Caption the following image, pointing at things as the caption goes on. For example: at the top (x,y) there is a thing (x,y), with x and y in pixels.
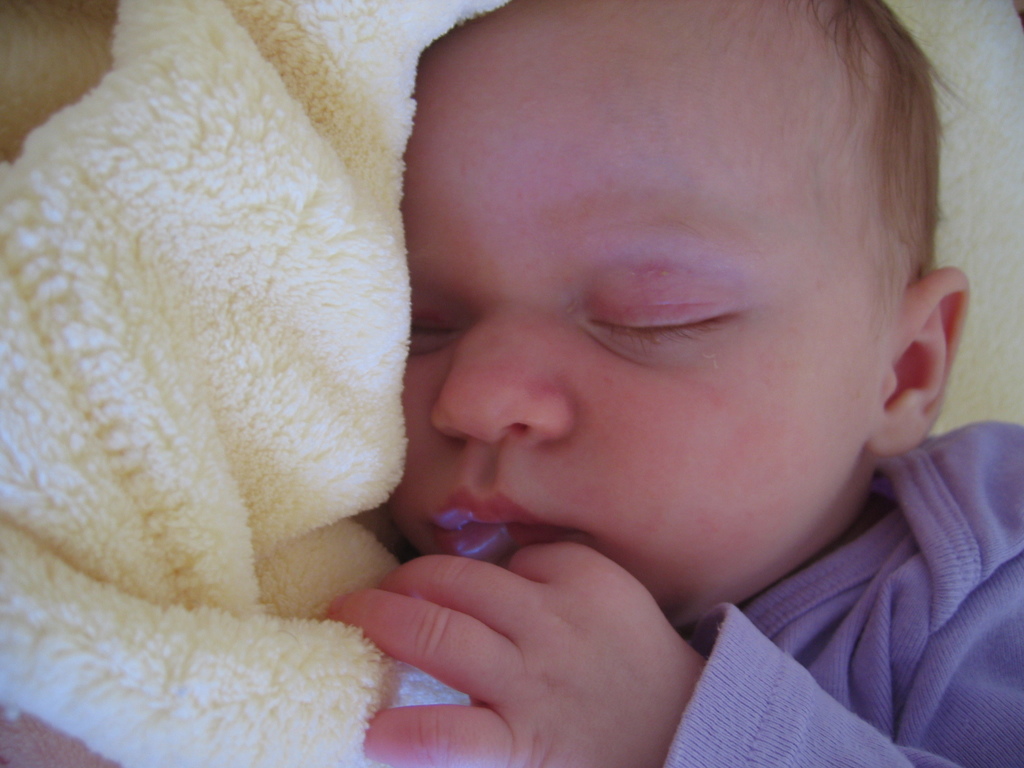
In this image we can see a kid (678,499) wearing blue color dress (983,618) sleeping in a towel (123,389) which is of cream color.
